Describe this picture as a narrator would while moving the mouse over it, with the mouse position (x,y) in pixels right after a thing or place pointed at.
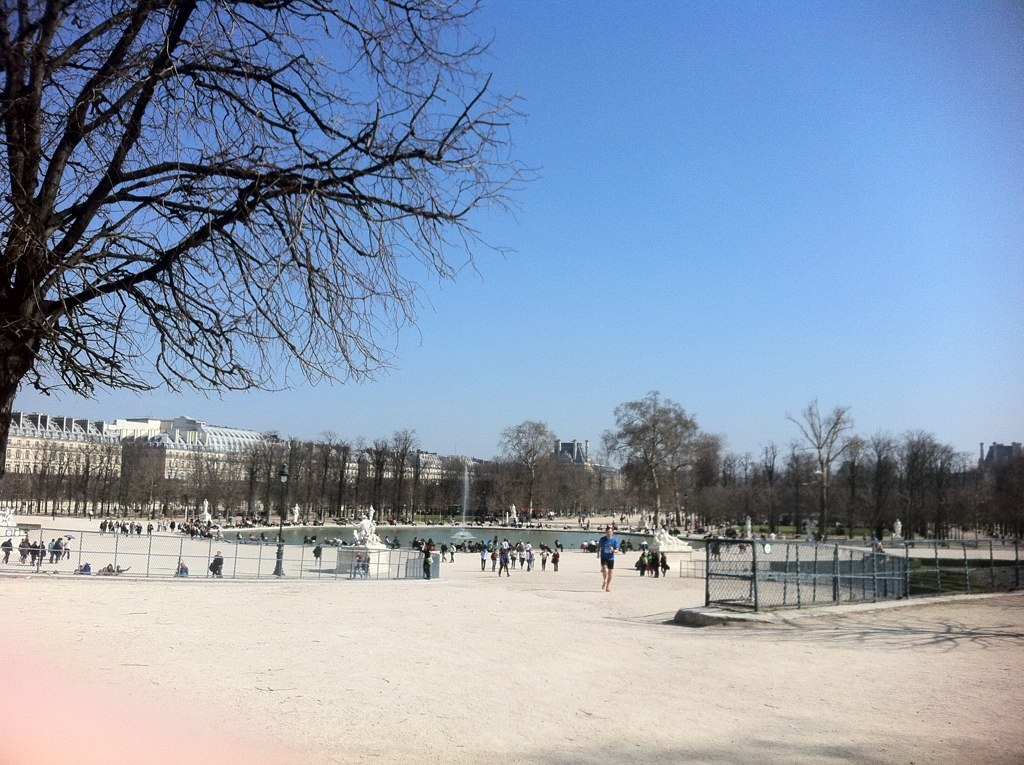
In this image there is a tree (35,282) on the left side (47,315). In the background (147,428) there is a building (126,446) on the left side (132,434). On the right side (684,440) there are trees (634,421). In the middle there is a fountain (461,532). There are so many people (497,546) around it. On the right side (859,574) there is a fence (846,568). At the bottom (443,644) there is sand (442,681). At the top (819,151) there is the sky (795,152).
